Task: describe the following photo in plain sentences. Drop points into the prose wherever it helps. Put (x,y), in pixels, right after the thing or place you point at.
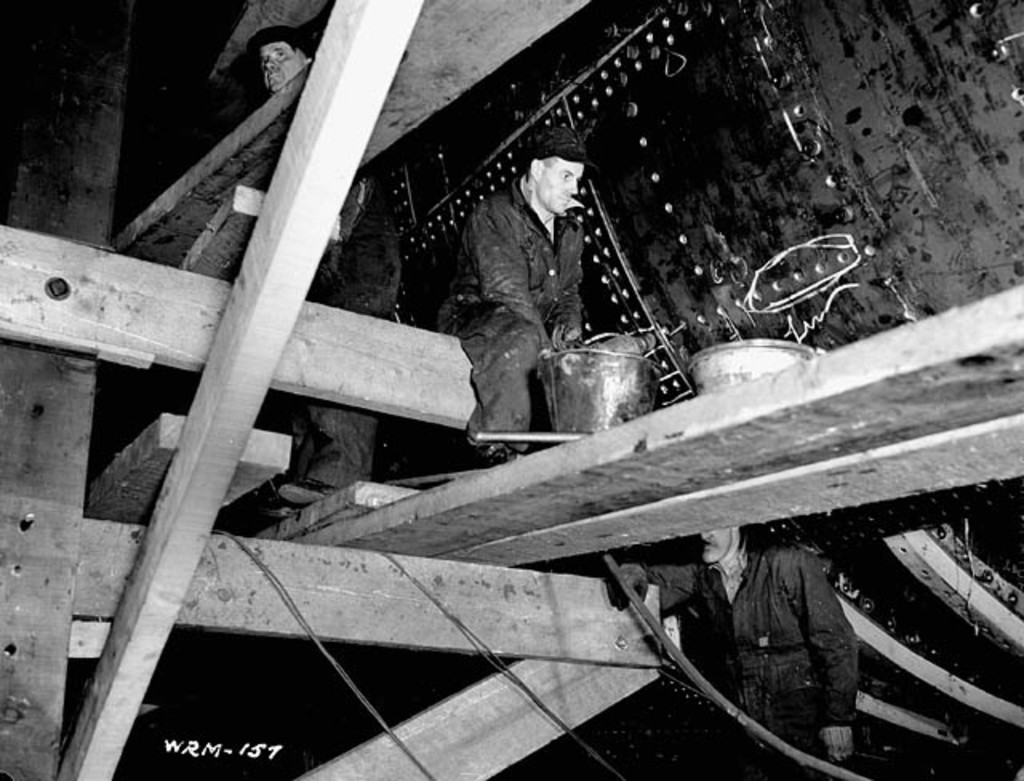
In this image we can see a man (472,299) is sitting on the wooden log (322,316), and in front (617,381) here is the bucket (610,354), at back (322,268) there a man (318,283) is standing, here are the wires (655,631), here it is in black and white.
